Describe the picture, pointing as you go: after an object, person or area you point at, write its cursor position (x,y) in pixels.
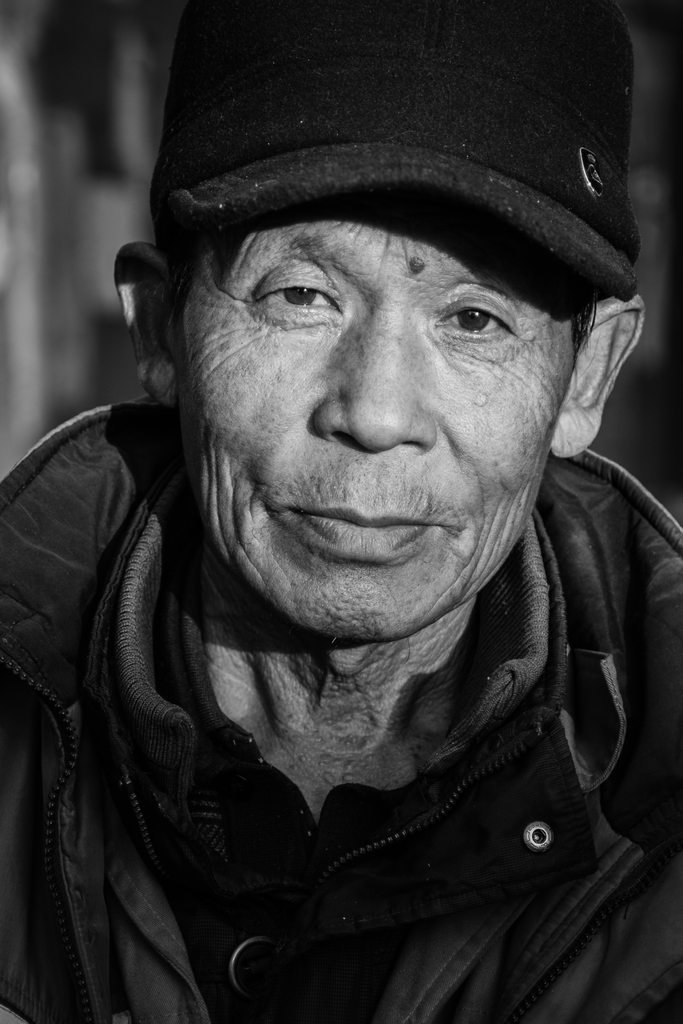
This is a black and white picture, in the image we can see a person (378,576) wearing a cap (233,160).
